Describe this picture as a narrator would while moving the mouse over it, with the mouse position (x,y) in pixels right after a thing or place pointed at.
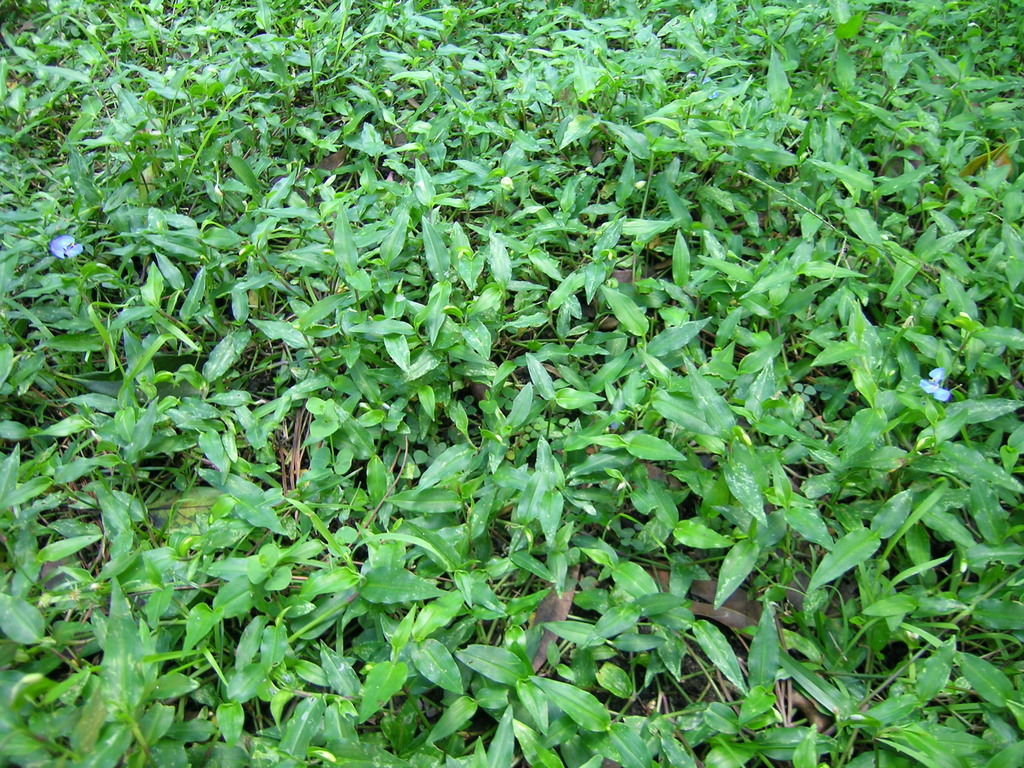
In this image I can see many plants (535,466) and there are the purple color flowers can be seen.
